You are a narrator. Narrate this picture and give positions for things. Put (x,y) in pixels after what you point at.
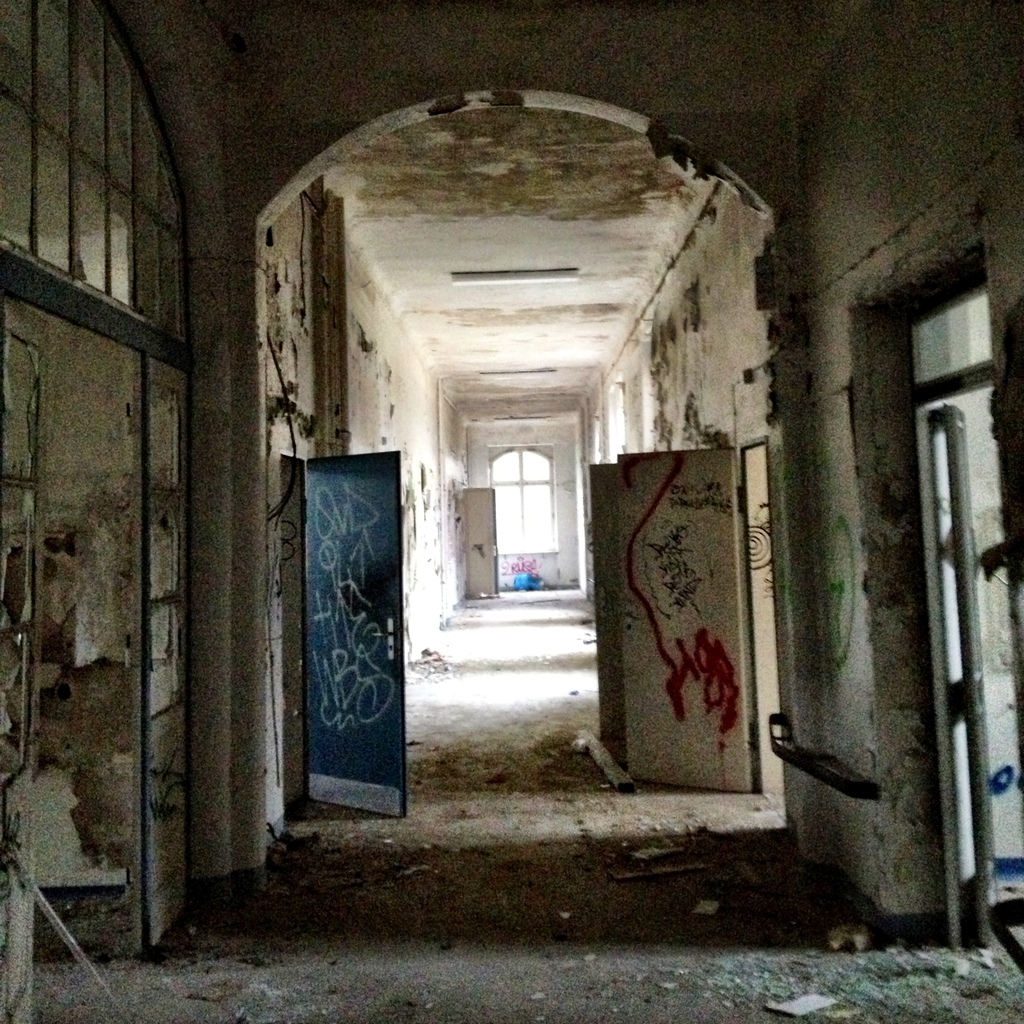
In this picture I can observe some doors (307,670). There is a path (473,761). In the background (519,532) there is a window (527,501). On either sides of this path (425,921) I can observe walls (436,510).
